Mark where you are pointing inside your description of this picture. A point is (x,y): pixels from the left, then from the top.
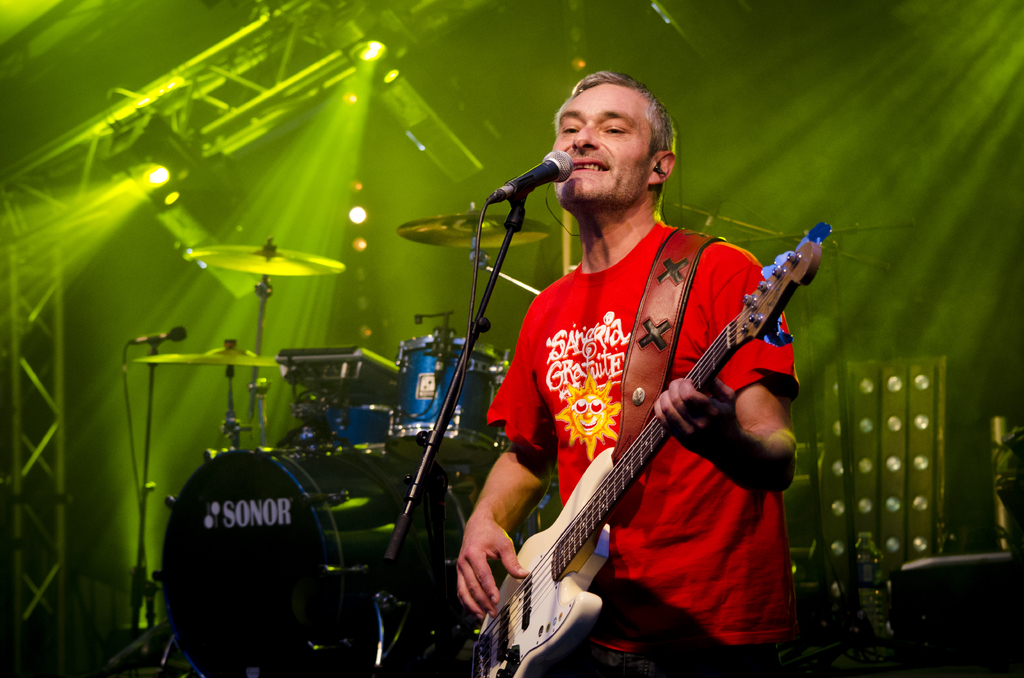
In this picture there is a person (731,614) standing and holding guitar (540,569). There is microphone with stand (412,491). There are drum plates (456,228) and there are drum (297,475). On the top (144,193) we can see focusing lights (152,181).
